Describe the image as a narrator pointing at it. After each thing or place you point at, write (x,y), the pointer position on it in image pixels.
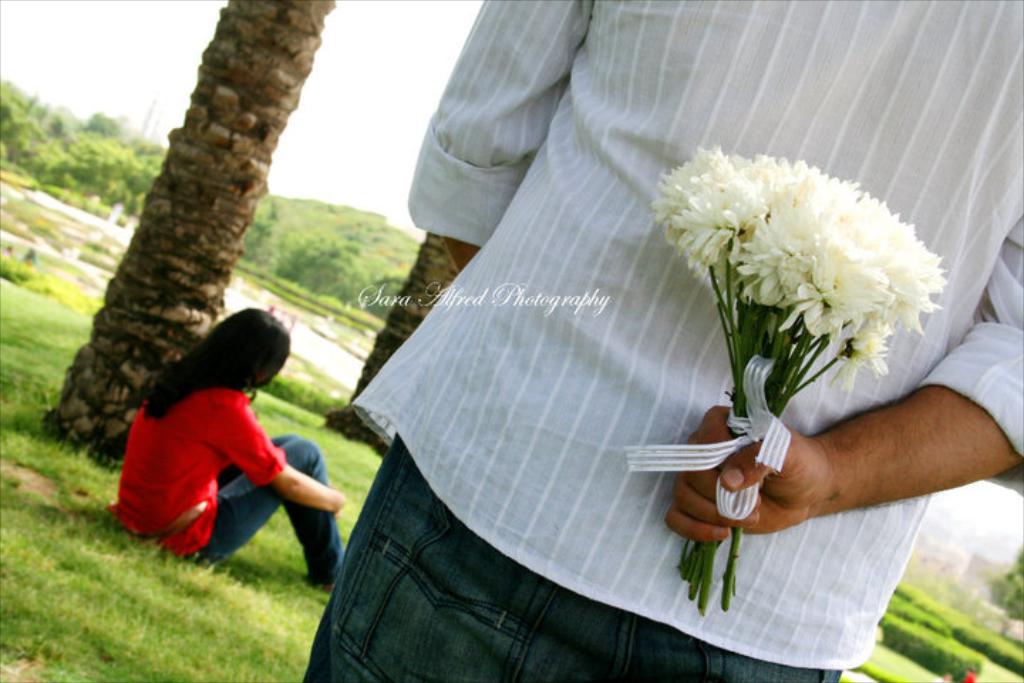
In this image we can see two persons (524,370), among them one person (624,322) is standing and holding some flowers (783,410) and the other person (145,470) is sitting on the ground (274,556), we can see some trees (73,431), grass (264,416) and the sky (330,189).
